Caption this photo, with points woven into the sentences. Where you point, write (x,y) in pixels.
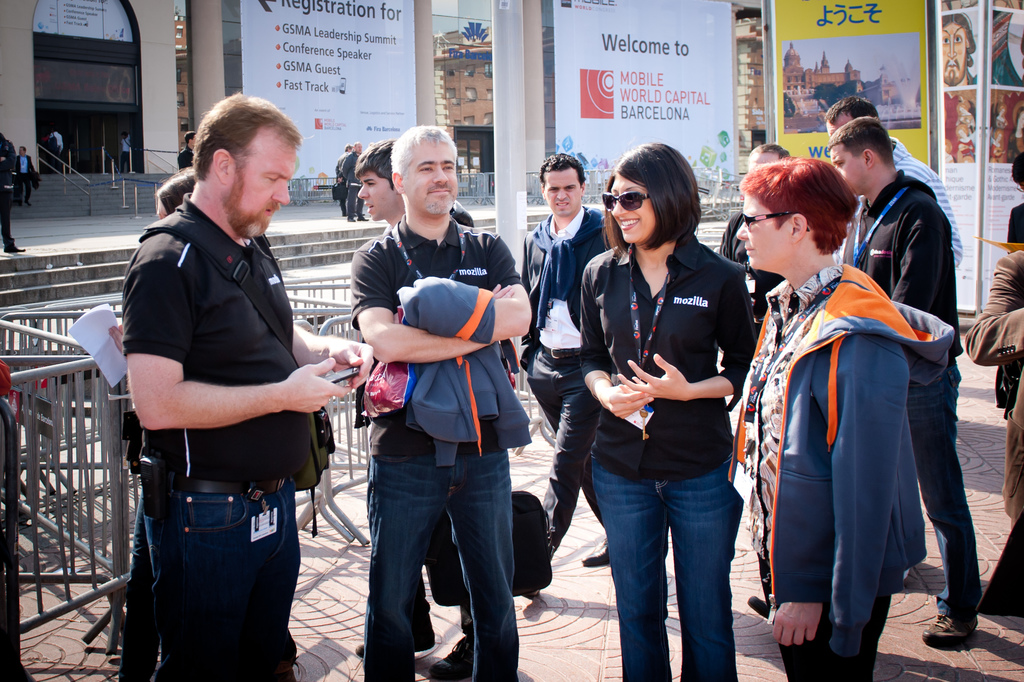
In this picture we can see a few people (419,346) holding objects (461,384) in their hands (665,368) and standing on a path (316,576). We can see a person (543,370) walking on a path (359,524). There are a few barricades (327,278) visible on the left side (57,328). We can see some posters (343,10), rods (499,114), ropes (98,183), people (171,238) and buildings (456,114) in the background (456,114).
